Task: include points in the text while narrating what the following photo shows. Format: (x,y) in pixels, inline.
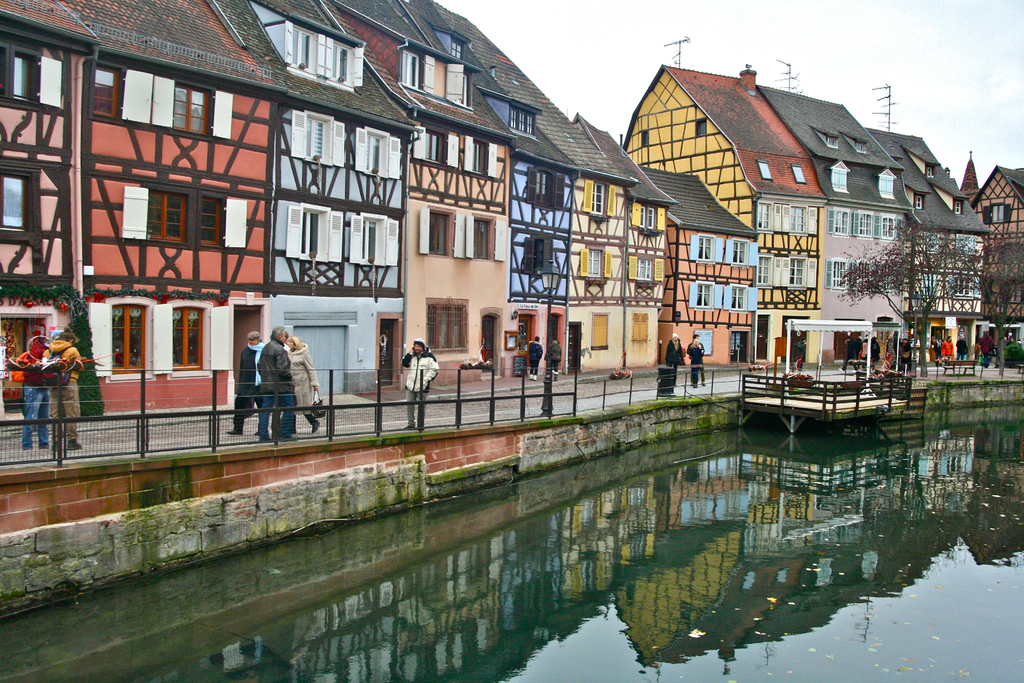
In this picture we can observe number of buildings (464,168) which were in number of colors. We can observe blue, red, pink and cream colors. There is a path (640,391) in front of these buildings (359,349). In this path (720,375) there are some people (261,370) walking and standing. There is a railing (574,415). We can observe water (839,511) and trees (900,311). In the background (755,58) there is a sky (648,51).
